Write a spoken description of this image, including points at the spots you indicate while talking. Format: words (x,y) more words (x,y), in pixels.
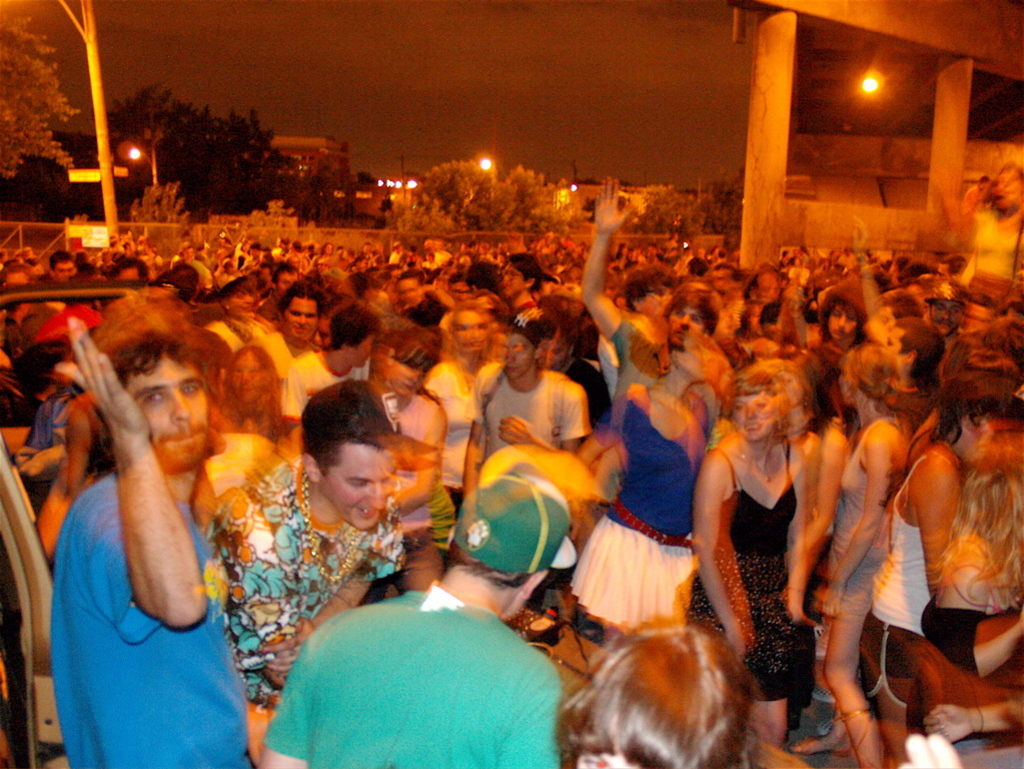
The image is taken in a concert. In the foreground of the picture (99,428) there are people (377,325) dancing. In the background (249,158) there are lights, poles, trees (25,146) and other objects (894,94).
